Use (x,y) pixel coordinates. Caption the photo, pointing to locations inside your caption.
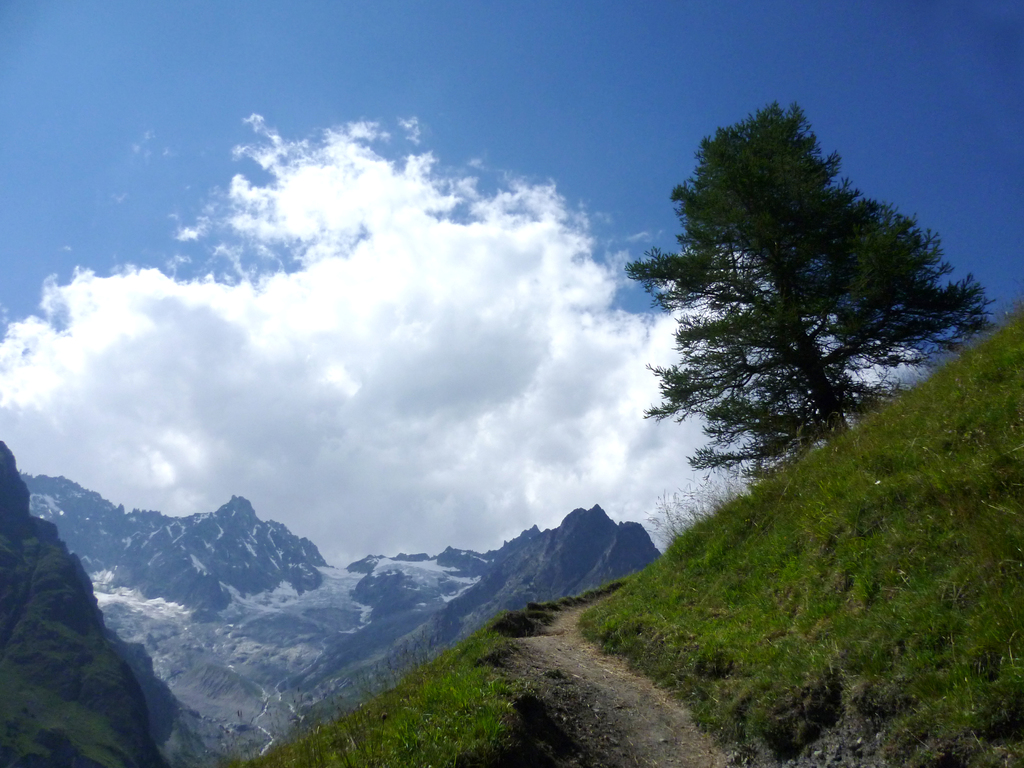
This image contains few hills (303,583) having snow (277,595) on it. Top of image (129,210) there is sky (341,216) having some clouds (315,326). Right side of image (970,713) there is grassland (759,593) having a path (593,738) and a tree (977,311) on it. Left side (32,748) there is grassland (87,620).
